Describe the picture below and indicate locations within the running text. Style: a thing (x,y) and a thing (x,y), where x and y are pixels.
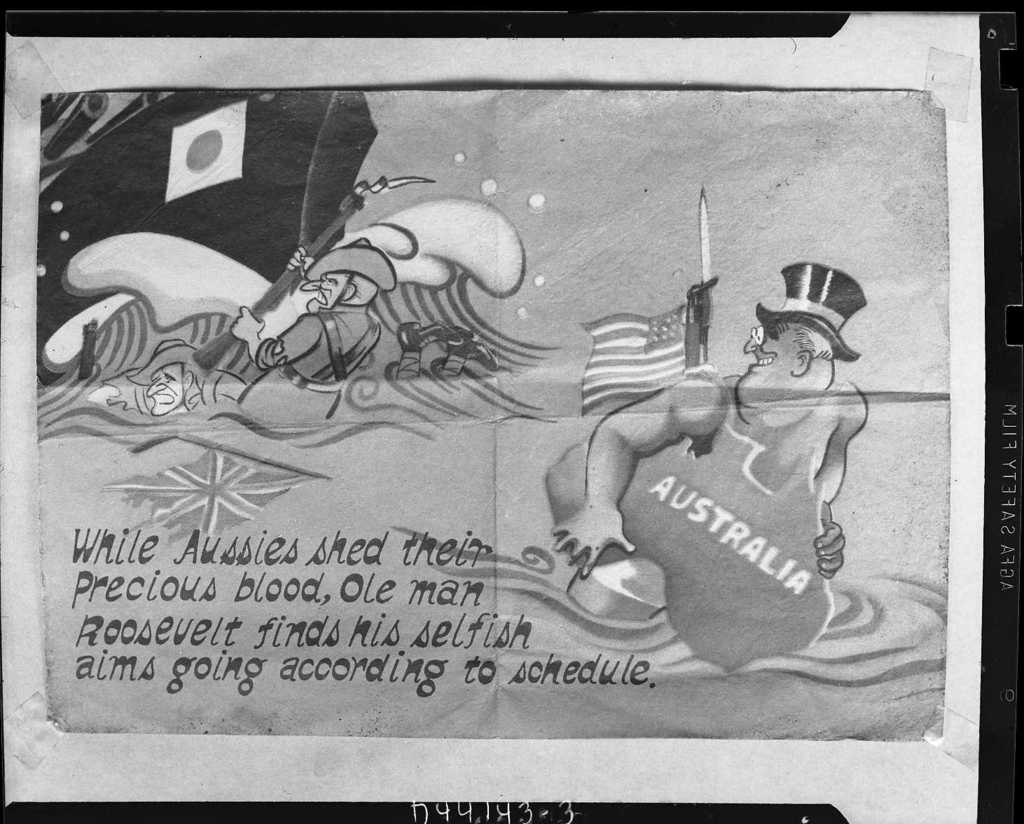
This is a black and white pic and it is attached with plasters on a platform (974,521) and in the image we can see animated persons (585,493), boat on the water (355,397), flags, gun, texts (346,643) written on the image and other objects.
